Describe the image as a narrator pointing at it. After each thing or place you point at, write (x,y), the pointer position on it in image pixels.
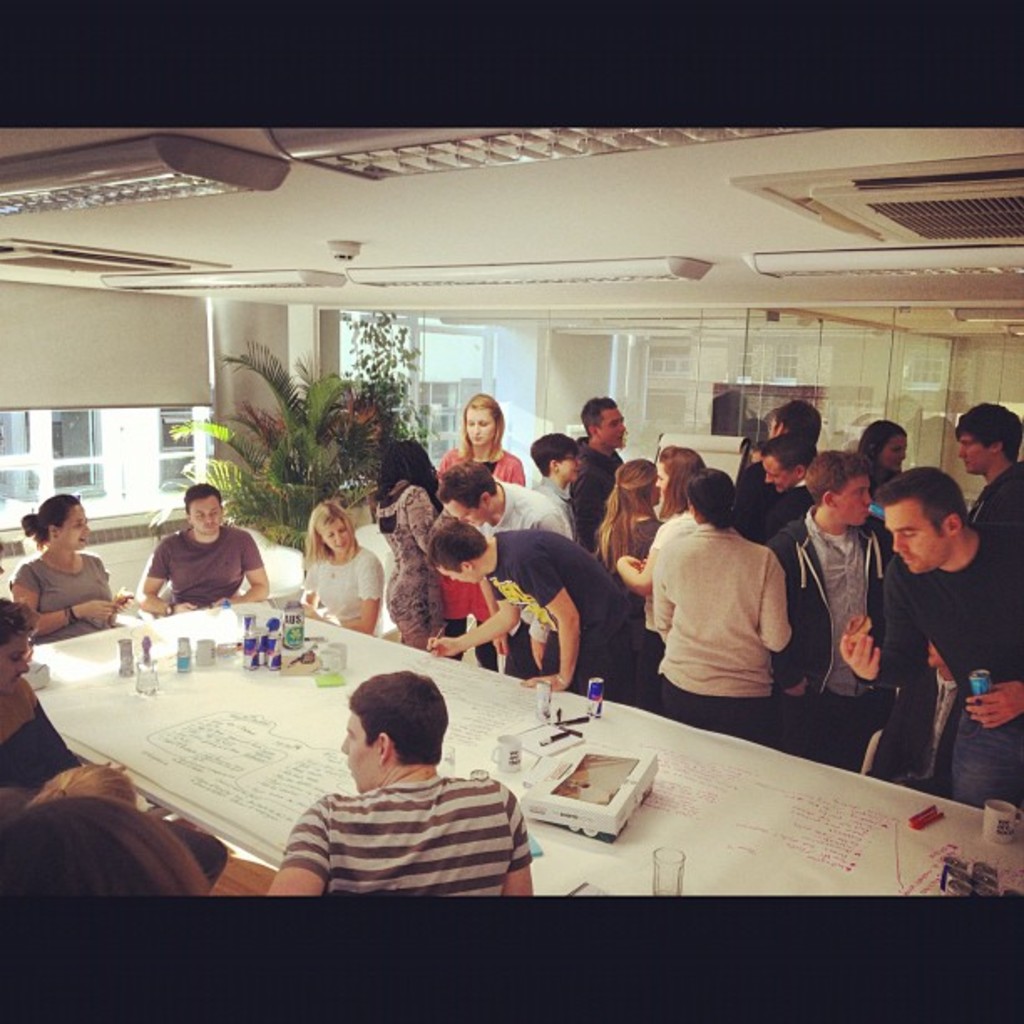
On the right (1011,702) there is a group of person (812,652) who are standing near to a table (691,739). On the table (511,704) there is a box (596,757), can (295,638), cup (208,657) and a paper (253,754). On the bottom (461,814) there is a boy (400,807) who is wearing a striped t-shirt (414,843). On the center (371,388) there is a plant (356,408). On the left side (93,460) we can see a window (66,454).
